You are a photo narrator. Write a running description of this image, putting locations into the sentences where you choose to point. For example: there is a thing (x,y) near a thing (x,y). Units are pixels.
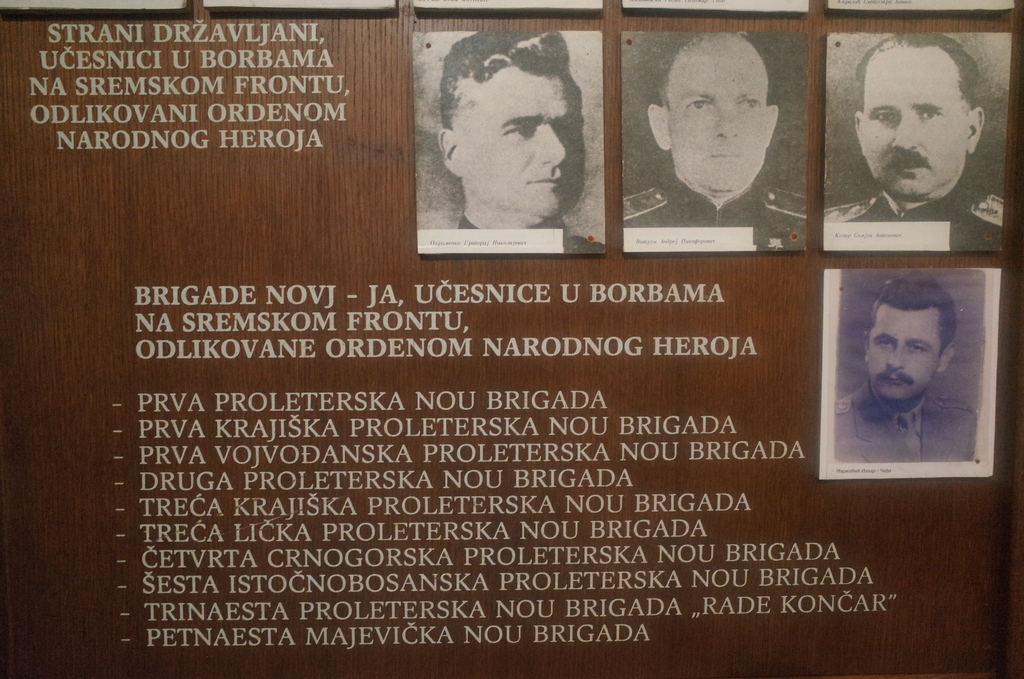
In this picture we can see a notice board (323,256), on the notice board (352,260) we can find few pictures (603,206) and text (371,343).
